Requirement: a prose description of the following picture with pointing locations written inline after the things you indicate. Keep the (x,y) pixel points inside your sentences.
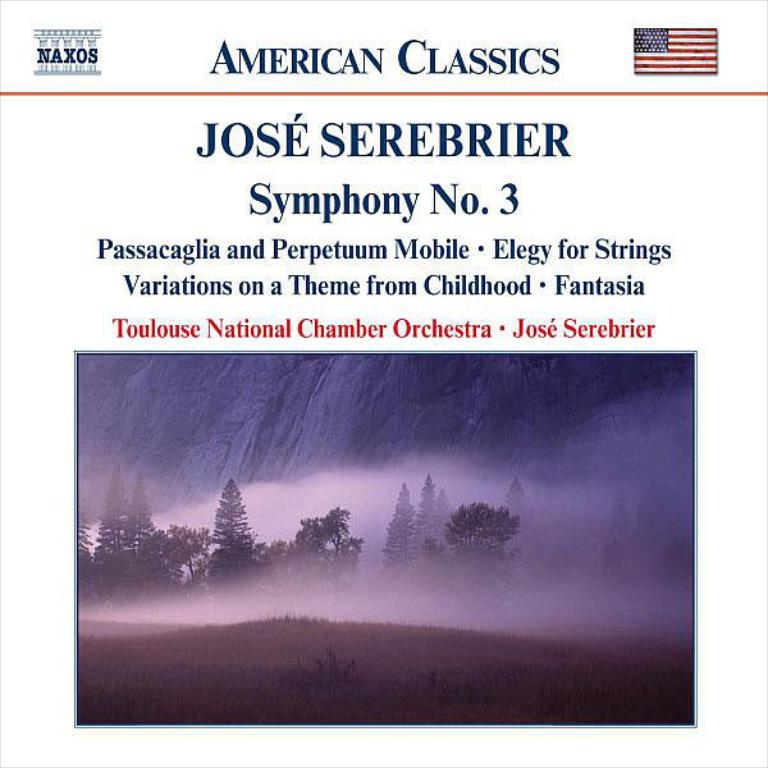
This is the picture of the poster (274,374). At the top (374,63), we see some text (405,209) written in black and red color. In the right top (654,38), we see the flag (645,35) in white, red and blue color. At the bottom (395,520), we see the trees (495,526), grass (318,646) and hills (202,454).
